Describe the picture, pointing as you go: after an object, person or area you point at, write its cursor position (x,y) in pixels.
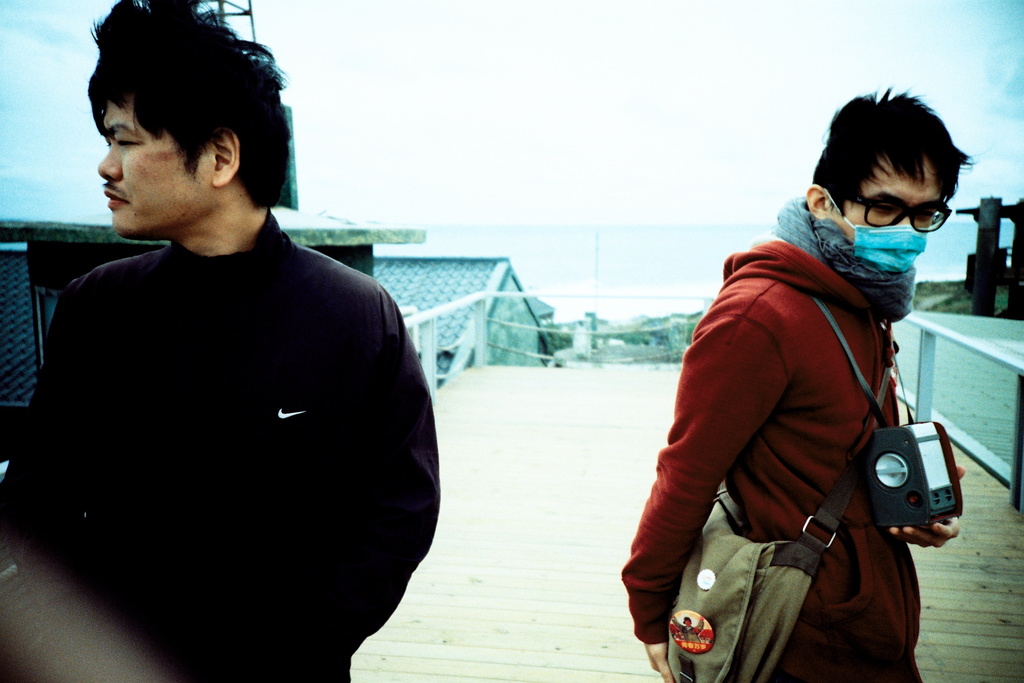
In the center of the image (347,452) we can see two persons (729,458) are standing. And the right side person (764,479) is holding some objects (885,511) and he is wearing glasses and a disposable face mask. In the background (579,214), we can see the sky (626,93), buildings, fences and a few other objects (673,334).
